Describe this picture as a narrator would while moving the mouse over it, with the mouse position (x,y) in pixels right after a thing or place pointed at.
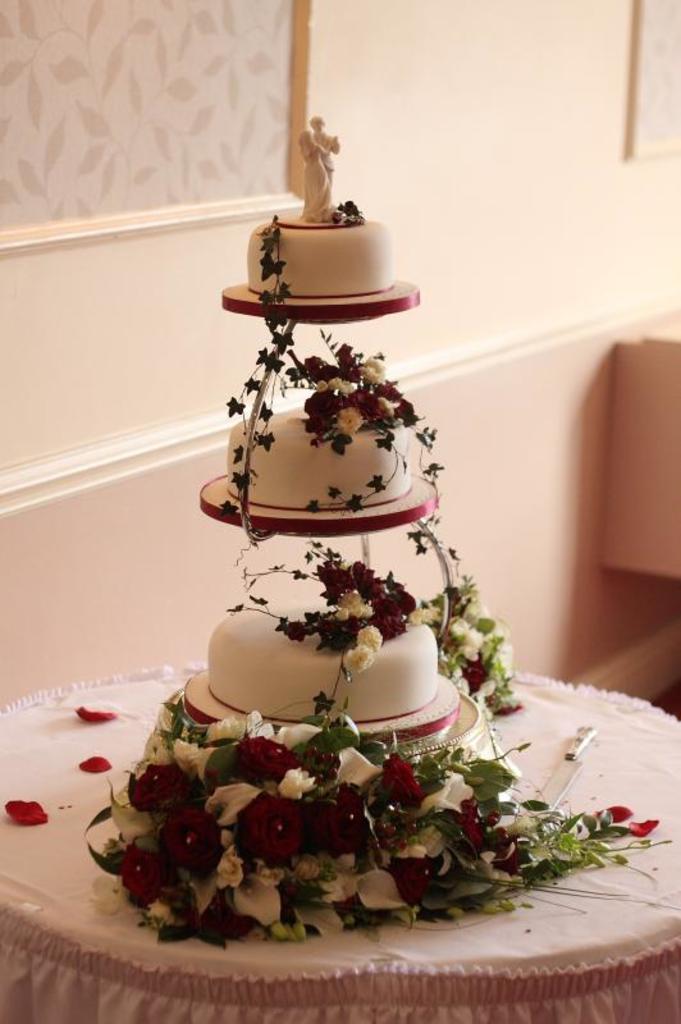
In this image we can see a surface (387,950) with a cloth (524,920). On that there is knife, cake stand (457,738) and flower bouquet (311,838). On the stand (304,524) there are cakes (340,272) with flowers (342,450). On the top cake (325,223) there is a statue (325,185). In the back (395,105) there is a wall (448,202).
